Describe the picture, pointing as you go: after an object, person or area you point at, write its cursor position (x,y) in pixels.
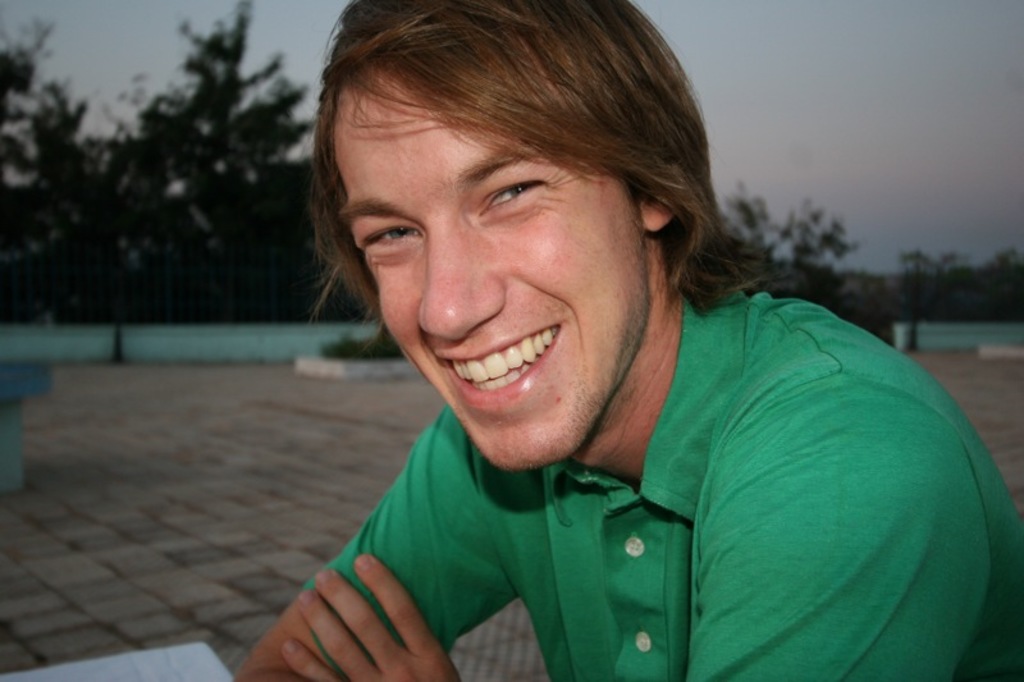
In this picture there is a man (813,535) wearing green color t-shirt (589,546) smiling and giving a pose into the camera. Behind there is a blue color boundary wall (294,344) and some trees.
